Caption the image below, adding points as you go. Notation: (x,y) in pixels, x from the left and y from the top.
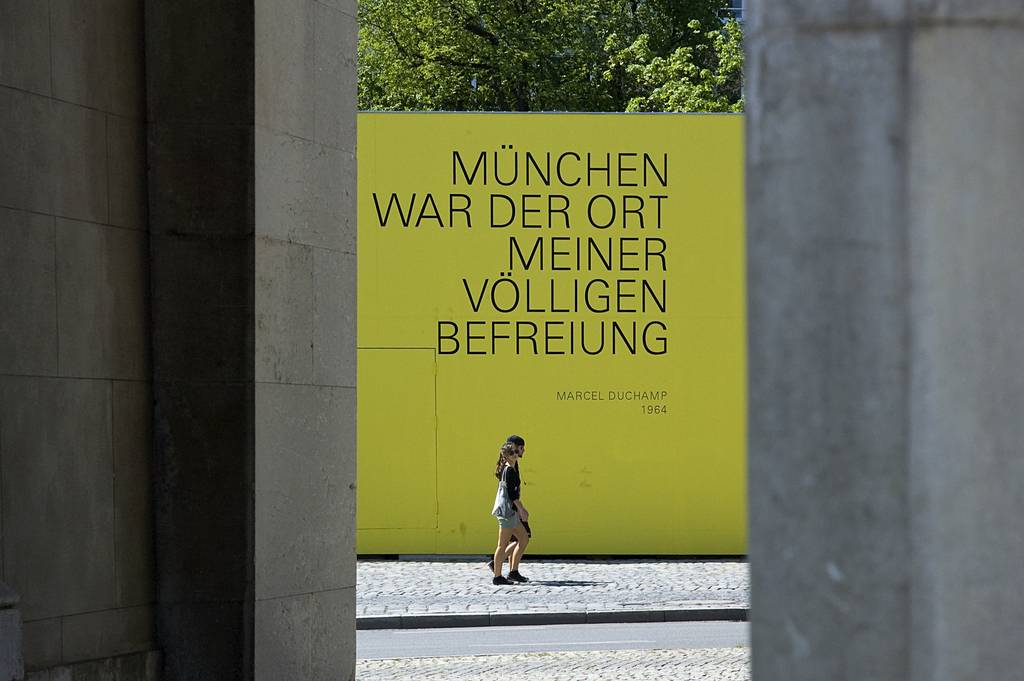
In this image there is a lady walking on the pavement (480,567), behind them there is a display board (531,271), behind the display board (561,269) there are trees (551,97).
